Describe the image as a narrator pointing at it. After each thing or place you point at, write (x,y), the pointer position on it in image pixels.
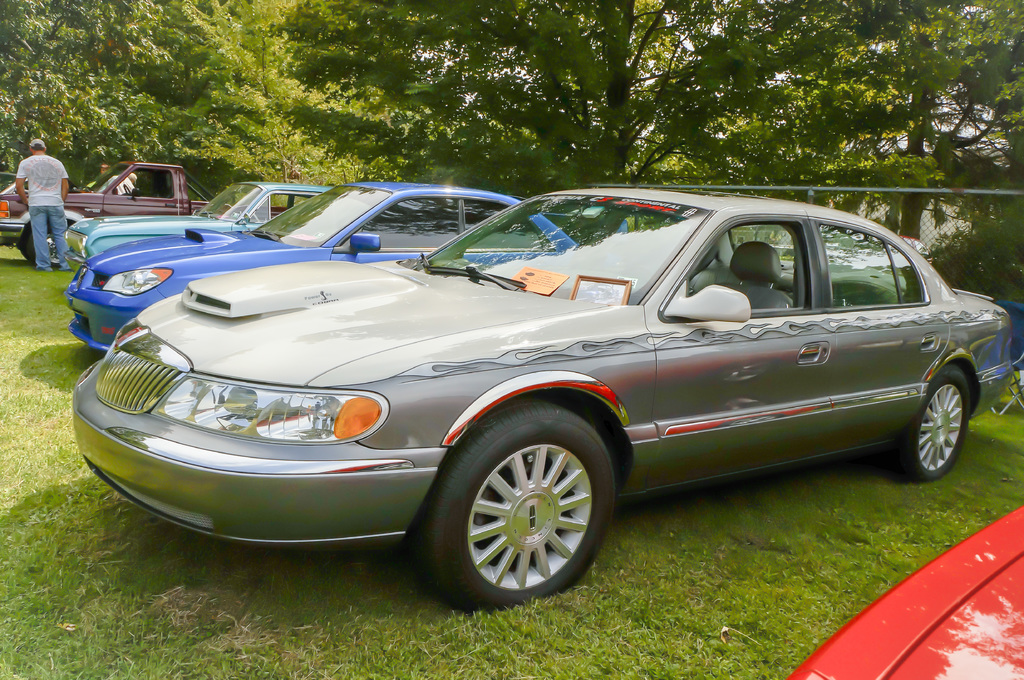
In this image there are few different colors of cars (491,425) are on the grassland (674,579). A person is standing on the grassland (63,402). He is wearing a cap (42,144). Behind the vehicle (649,273) there are few persons (118,180). Right side there is an object (1015,317) on the grassland (952,482). Background there are few trees (758,97).
